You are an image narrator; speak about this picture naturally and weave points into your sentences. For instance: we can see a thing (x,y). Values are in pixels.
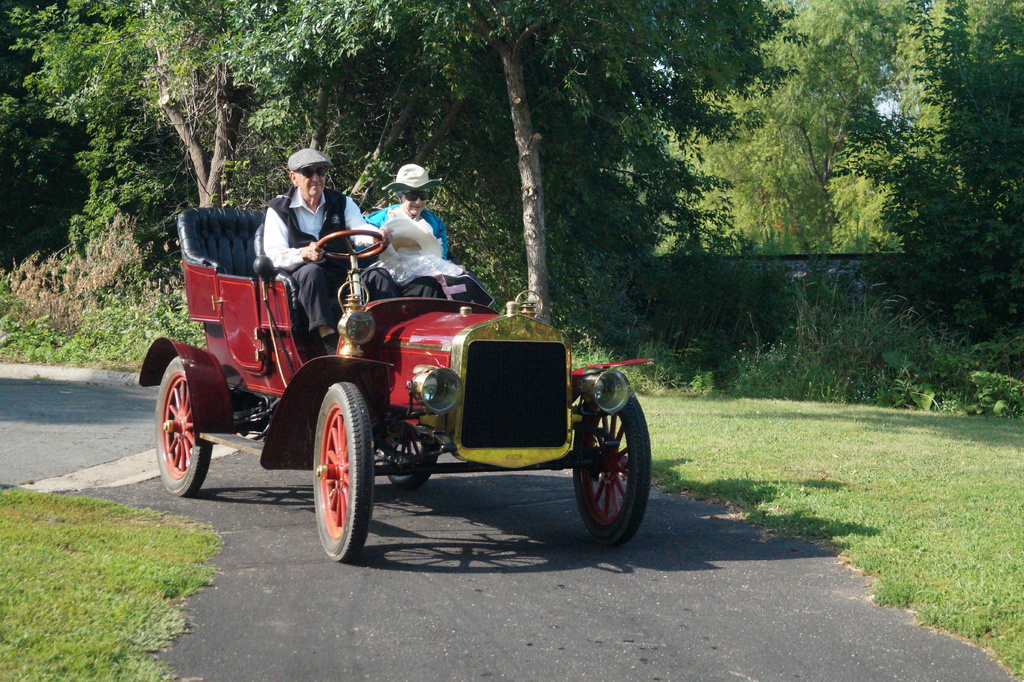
In this picture we can see a vehicle (313,340) here, there is a man (315,264) and a woman (409,209) sitting in the vehicle (358,231), they wore caps (413,183), we can see grass (153,622) at the bottom (62,640), there are some trees (472,116) in the background (586,77).
